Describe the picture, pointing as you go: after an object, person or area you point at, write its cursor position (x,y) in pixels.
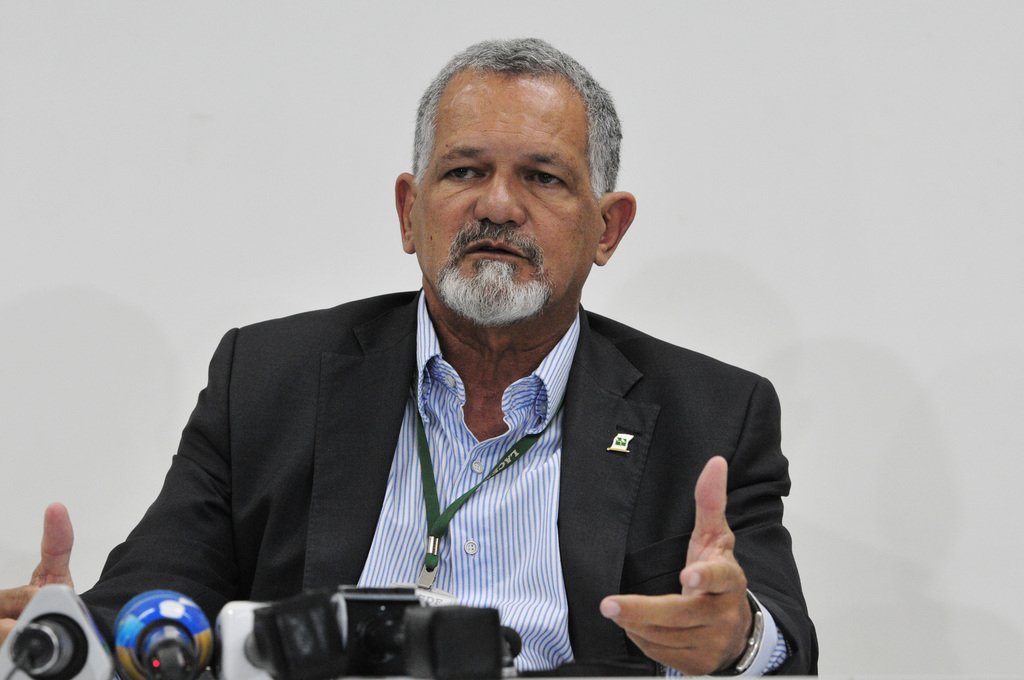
In this image we can see one man (375,509) in a suit (211,516) sitting in front of the microphones (482,631), wearing an ID card (493,470) and talking. There is the white background (969,597).
